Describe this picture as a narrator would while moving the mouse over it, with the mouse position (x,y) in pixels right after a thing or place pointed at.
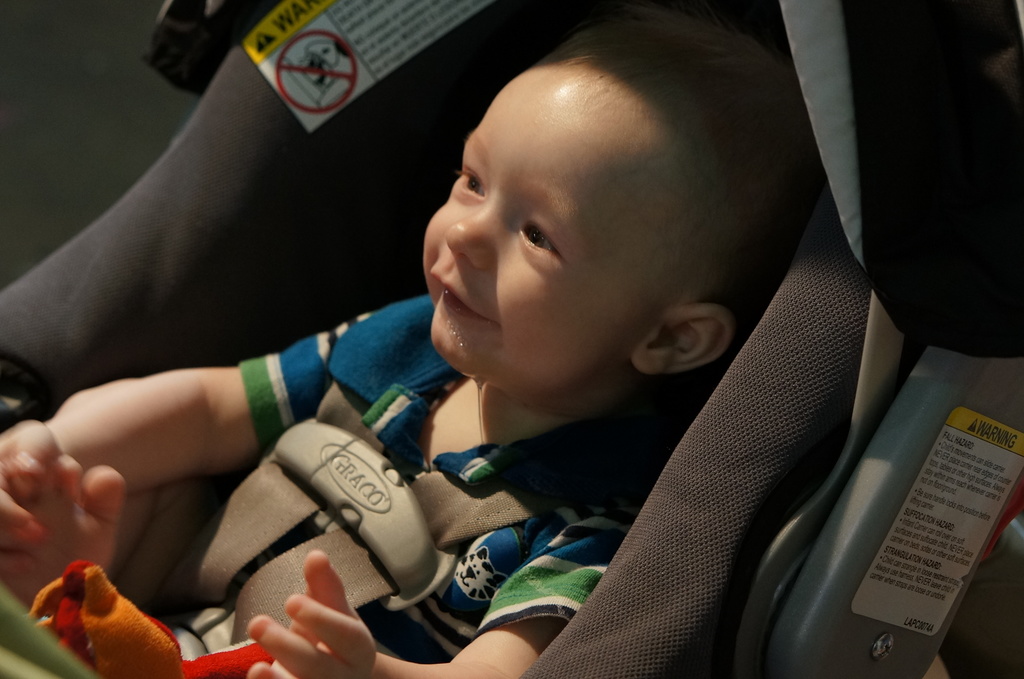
In this picture we see a baby (698,166) in a stroller (368,440) looking and smiling at someone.
